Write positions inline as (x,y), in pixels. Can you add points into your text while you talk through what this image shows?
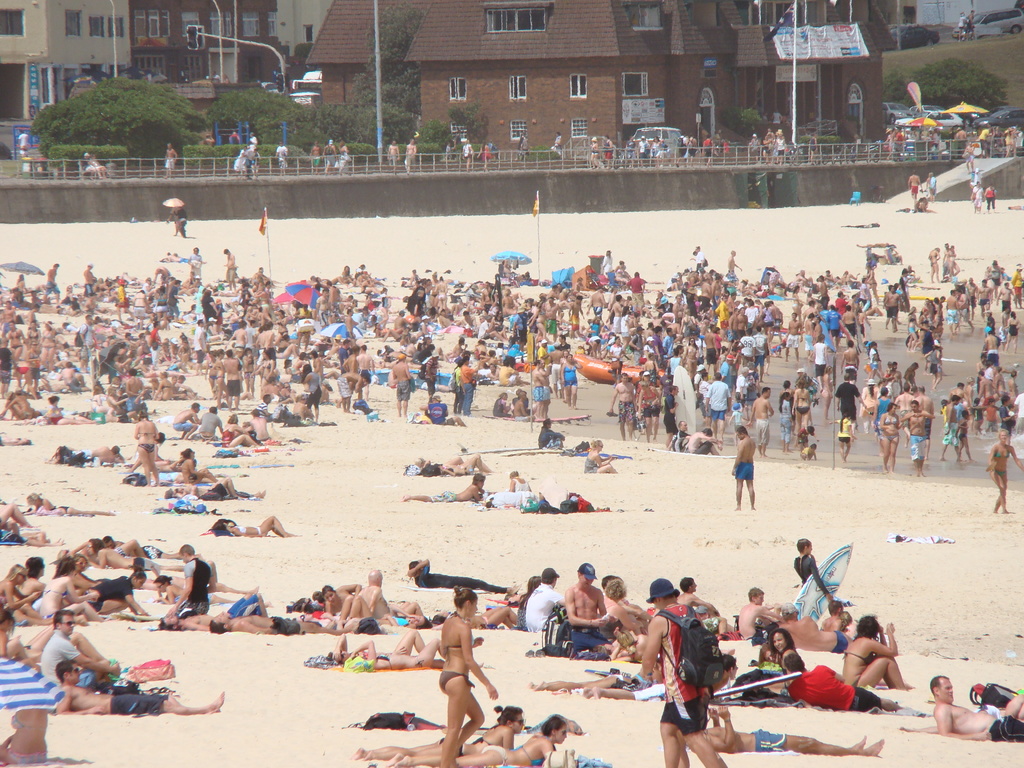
In the picture, it looks like sand surface (663,213) in front of the beach (328,489). There are a lot of people (716,327) relaxing on the sand (372,464) and some of them are standing. Behind them there are buildings (297,28) and houses (34,19) and trees (158,130).
